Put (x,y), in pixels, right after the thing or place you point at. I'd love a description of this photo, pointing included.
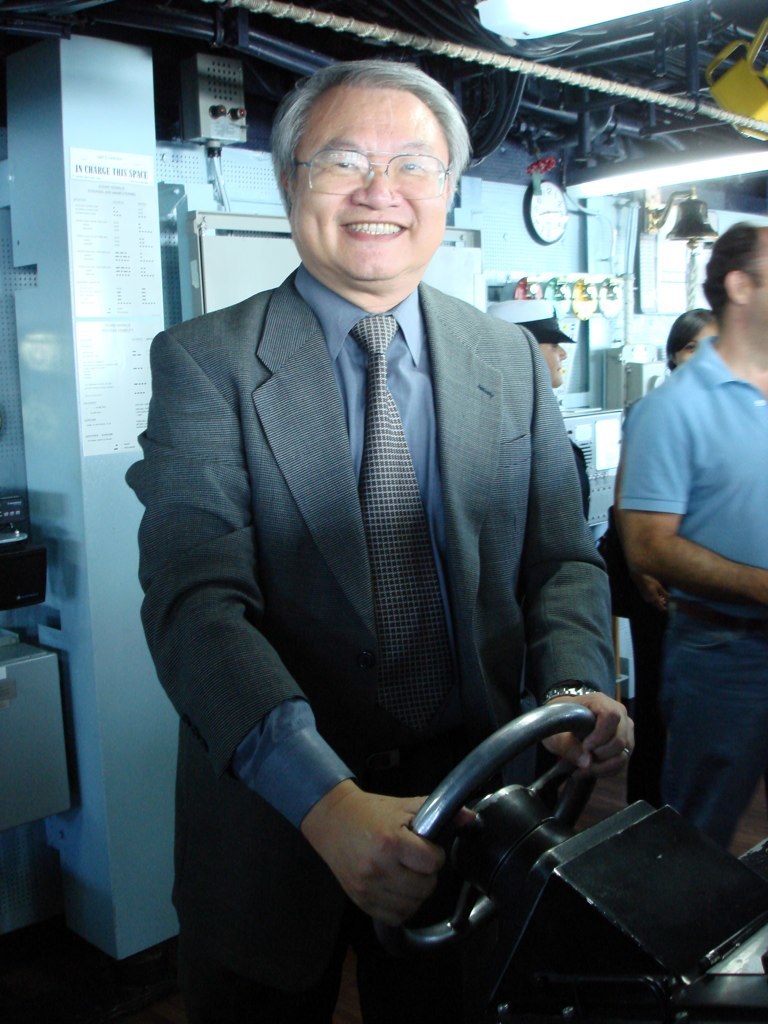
In this picture we can see a person (253,641), he is wearing a spectacles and holding a steering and in the background (20,608) we can see people (759,385), clock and some objects (610,456).
